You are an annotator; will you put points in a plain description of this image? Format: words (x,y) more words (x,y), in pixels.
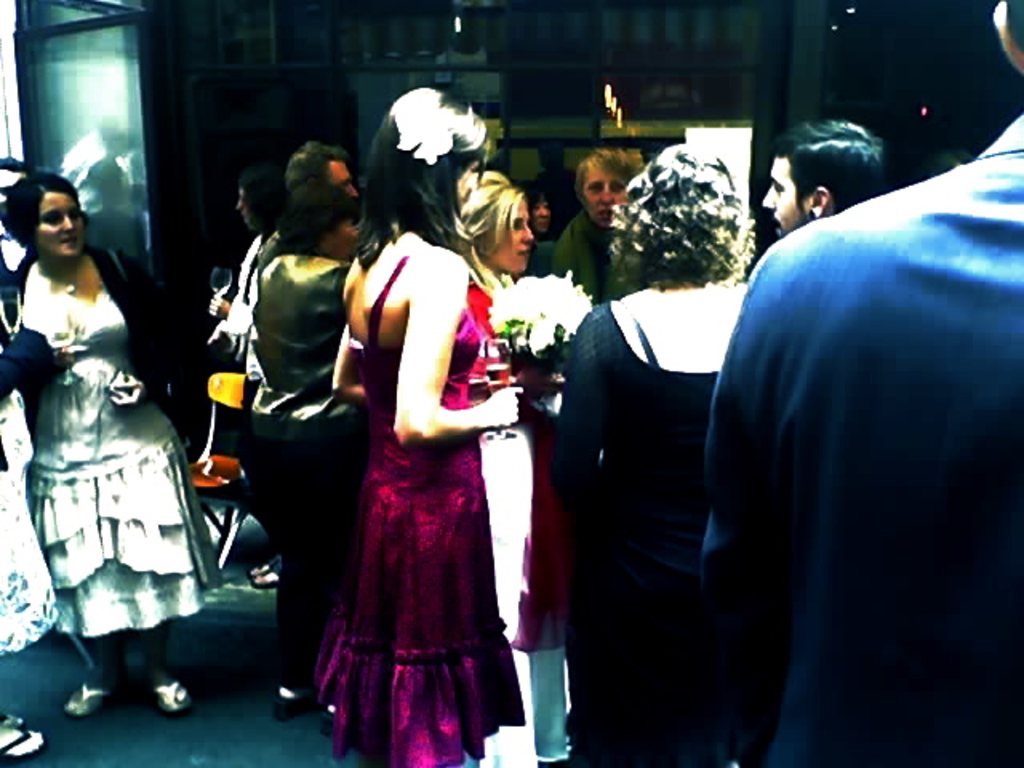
This is an edited image, we can see a group of people (276,516) standing on the floor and a woman (483,274) is holding a flower bouquet (513,323). On the floor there is a chair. Behind the people (355,335), it looks like a wall (255,73).
